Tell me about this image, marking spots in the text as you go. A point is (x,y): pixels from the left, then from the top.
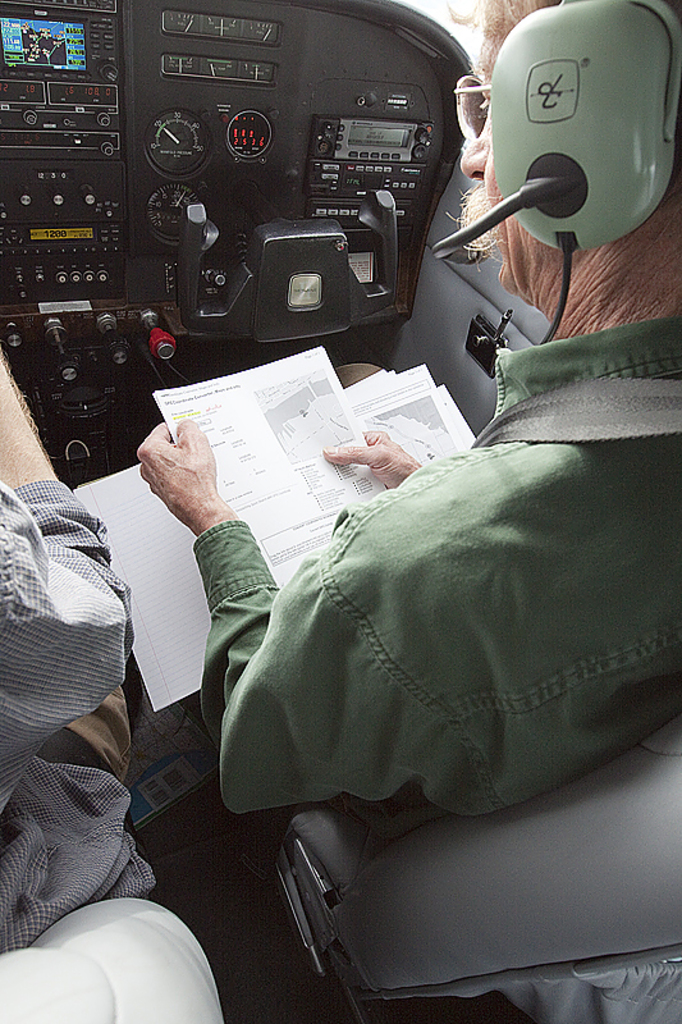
This picture describes about few people (285,641), they are seated, on the right side of the image (459,526) we can see a man (614,344), he wore headset (583,85) and spectacles (462,101), and he is holding papers (315,501).
